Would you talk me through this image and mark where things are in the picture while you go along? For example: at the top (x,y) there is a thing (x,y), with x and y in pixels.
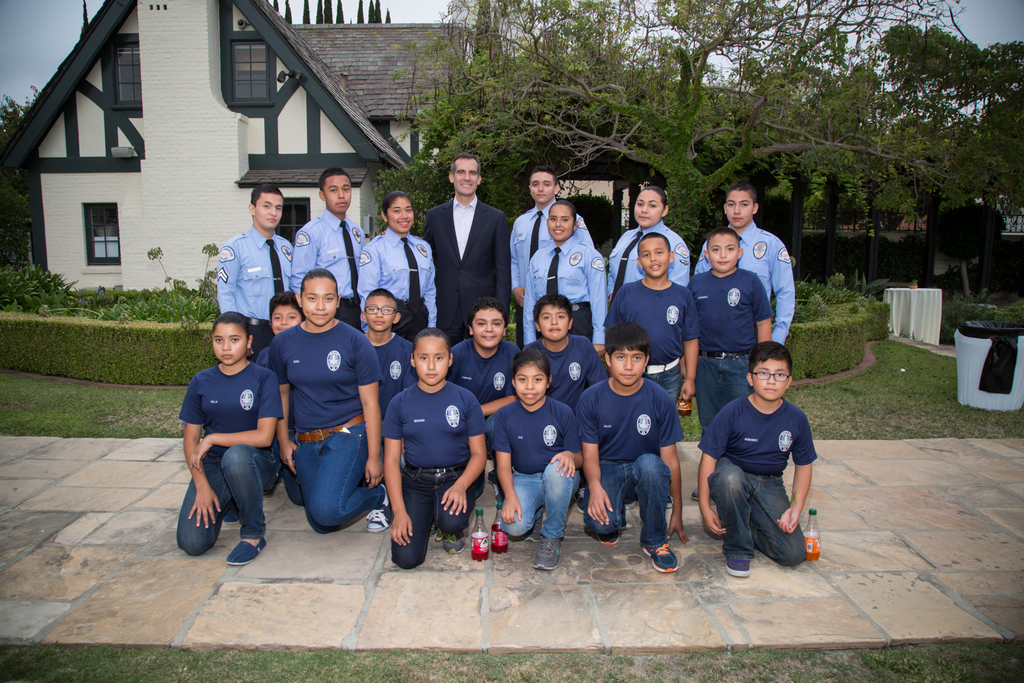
In this image we can see a few people (474,416), some of them are standing, and some of them are kneeling down, there are some bottles (481,526), dust bin (971,366), table (926,337), we can see trees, plants (825,345), and garden (134,405), there is a building (104,118), also we can see the sky (36,55).
